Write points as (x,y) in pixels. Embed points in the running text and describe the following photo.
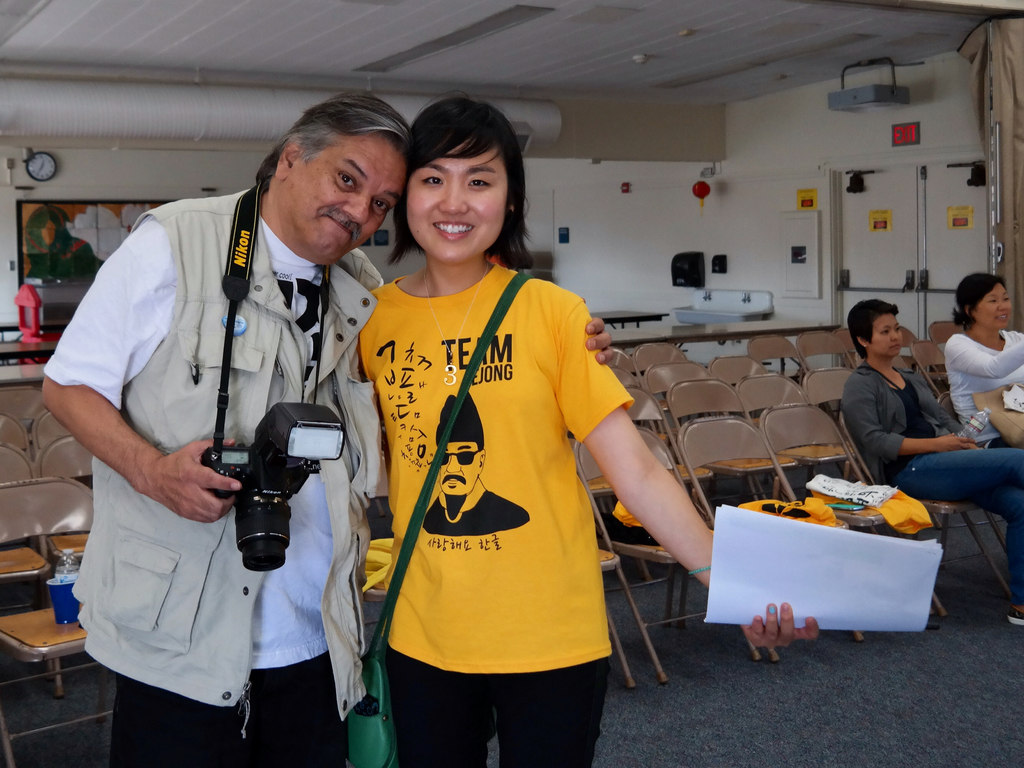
In this image we can see a man (223,266) holding a camera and a woman (450,486) wearing the bag (381,748) and holding the papers (795,588). In the background (970,315) we can see two women (949,372) sitting on the chairs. Image also consists of many empty chairs (710,413) on the floor (684,663). We can also see the door (882,243), a frame (95,236) attached to the wall (12,277) and also an object (38,321) on the counter (48,341). There is also a wall clock (55,163). At the top (416,63) there is ceiling (628,46).
